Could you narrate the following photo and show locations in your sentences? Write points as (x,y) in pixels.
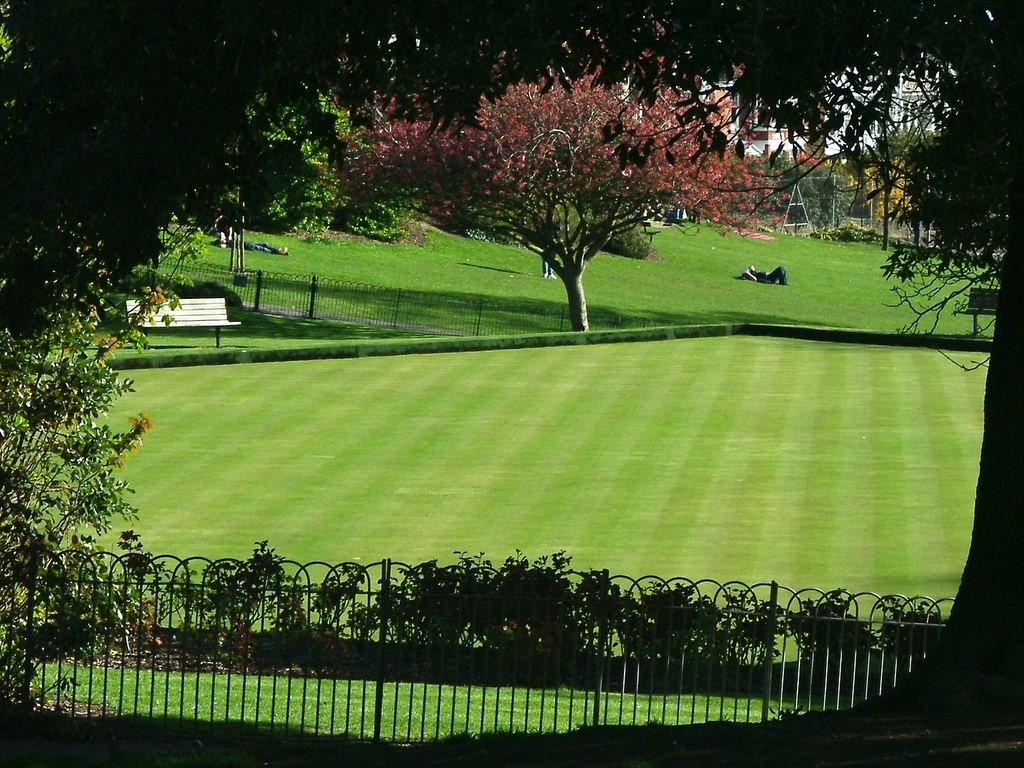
In the foreground of the picture (336,595) there are plants (251,596), railing (232,656) and trees (1012,576). In the center of the picture (418,422) there are grass court (870,403), benches (223,310), railing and a tree (558,228). In the background (334,213) there are trees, grass (747,254), plants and people (754,270). In the background (762,137) there are buildings (760,128).
